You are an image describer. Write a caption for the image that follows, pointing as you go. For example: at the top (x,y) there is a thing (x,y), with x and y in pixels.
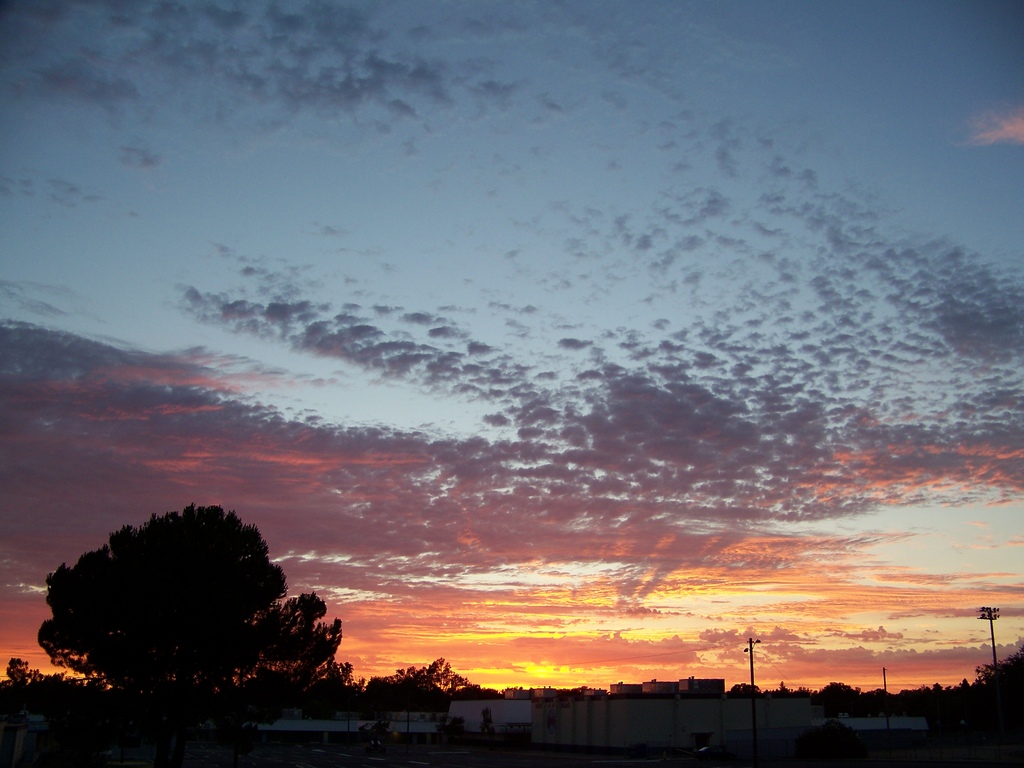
In this image there are trees (247,606), poles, buildings (651,711), and the sky (518,415) is cloudy.
